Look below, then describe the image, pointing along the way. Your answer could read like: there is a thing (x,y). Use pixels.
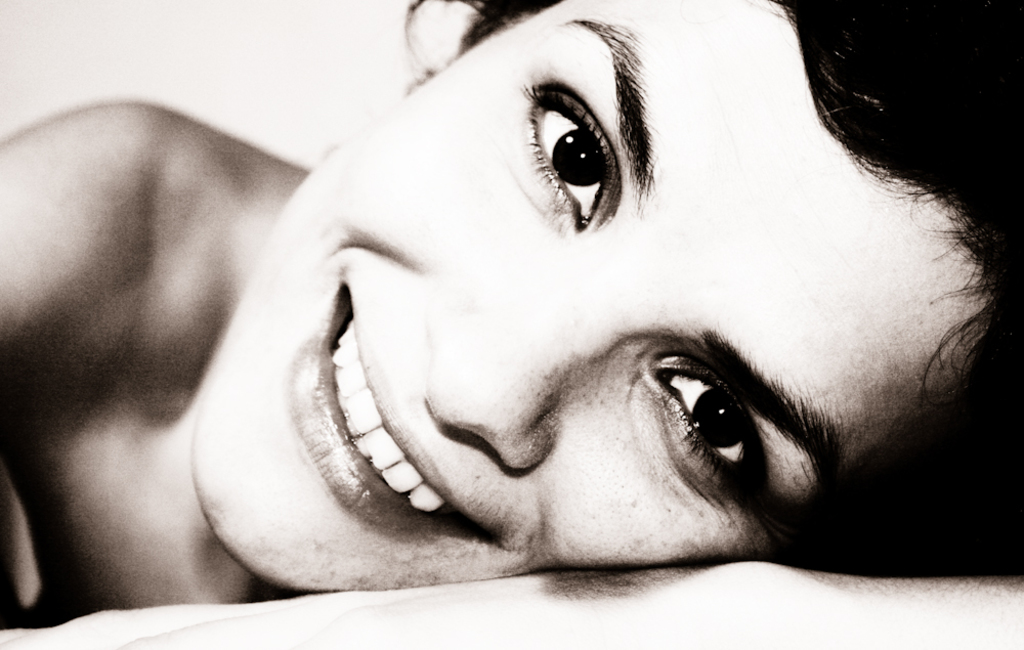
In this image we can see the person (529,315) lying and at the back (202,67) we can see the white background (186,73).
